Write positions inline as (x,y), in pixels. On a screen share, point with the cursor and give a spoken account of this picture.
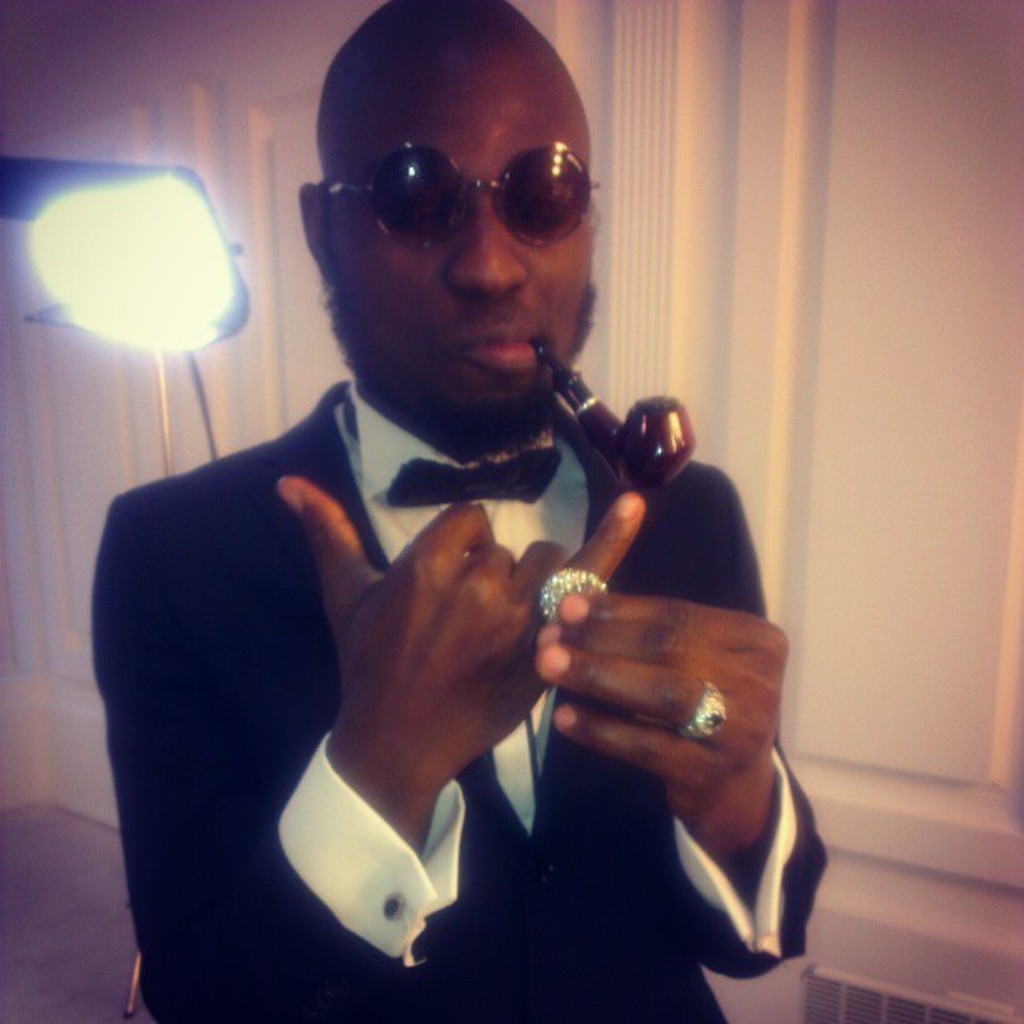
In this picture I can see a man (525,831) in front (561,799), who is wearing formal dress (402,549) and I see that he is also wearing shades (463,208) and I see a cigar pipe (537,352) in his mouth (526,366). In the background (229,23) I see the wall (229,23) and I see the light (135,231) on the left side of this image (114,203).
